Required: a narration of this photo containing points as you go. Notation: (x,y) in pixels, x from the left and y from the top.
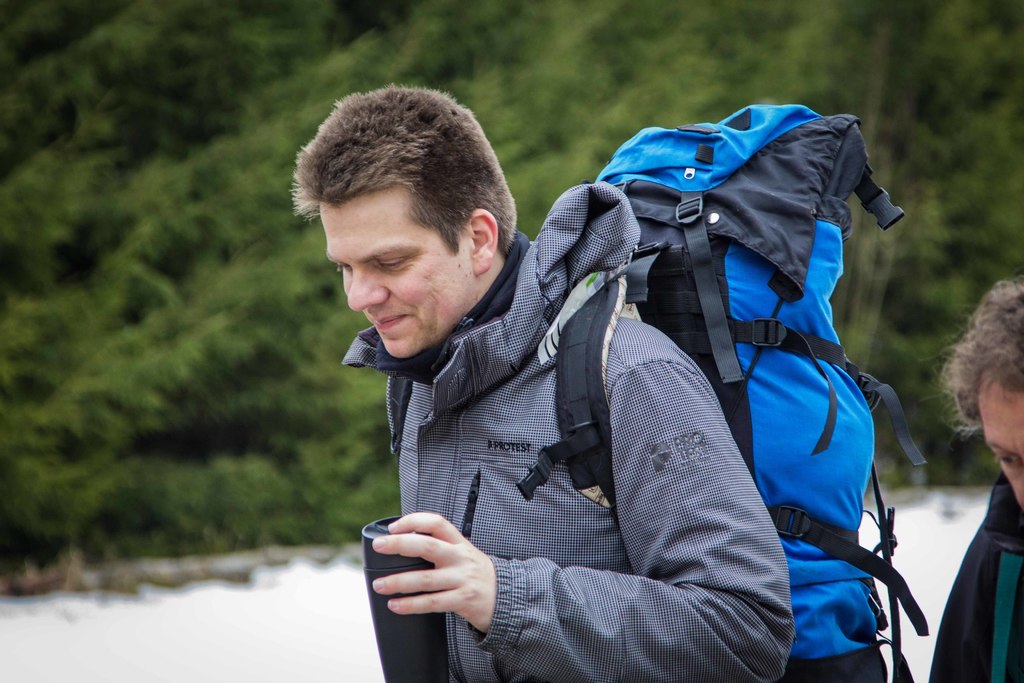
In this image I can see a man (300,213) is carrying a blue bag (790,208). i can also see he is holding a bottle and wearing a jacket (529,351). Here I can see a smile (381,322) on his face (400,335). In the background (112,434) I can see a number of trees (906,209) and here I can see one more person (959,588).
